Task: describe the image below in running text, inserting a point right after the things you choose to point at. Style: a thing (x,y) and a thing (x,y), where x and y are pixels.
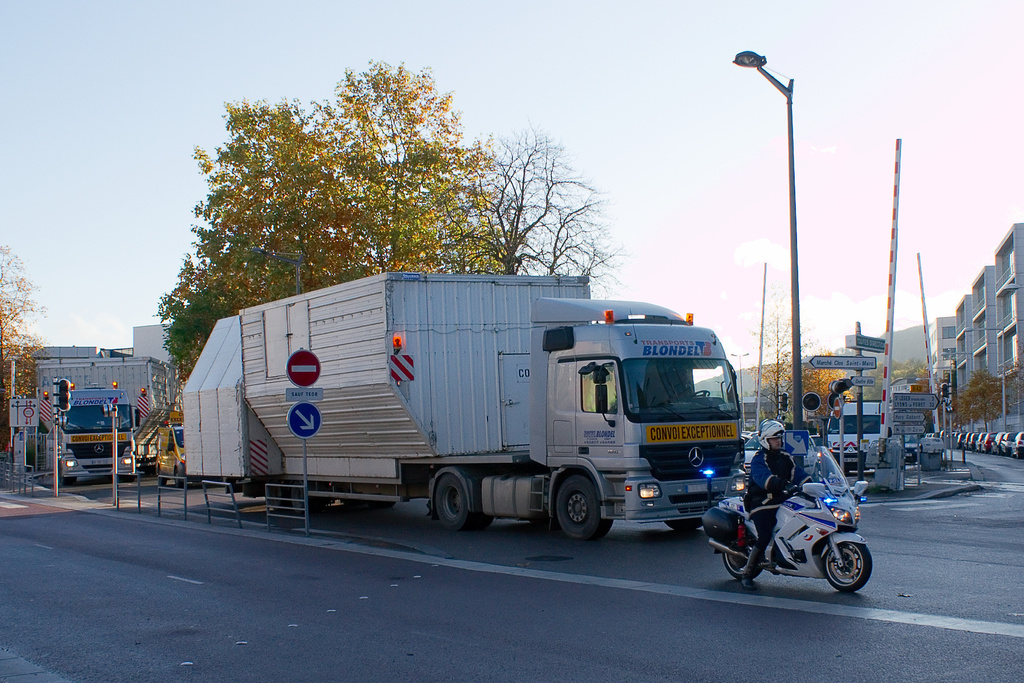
In the foreground (623,449) I can see fleets of vehicles (397,426) on the road (751,661), fence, sign boards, light poles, trees (181,313) and a person (776,441). In the background (153,294) I can see buildings (1006,415), windows (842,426) and the sky (137,293). This image is taken may be during a day.
